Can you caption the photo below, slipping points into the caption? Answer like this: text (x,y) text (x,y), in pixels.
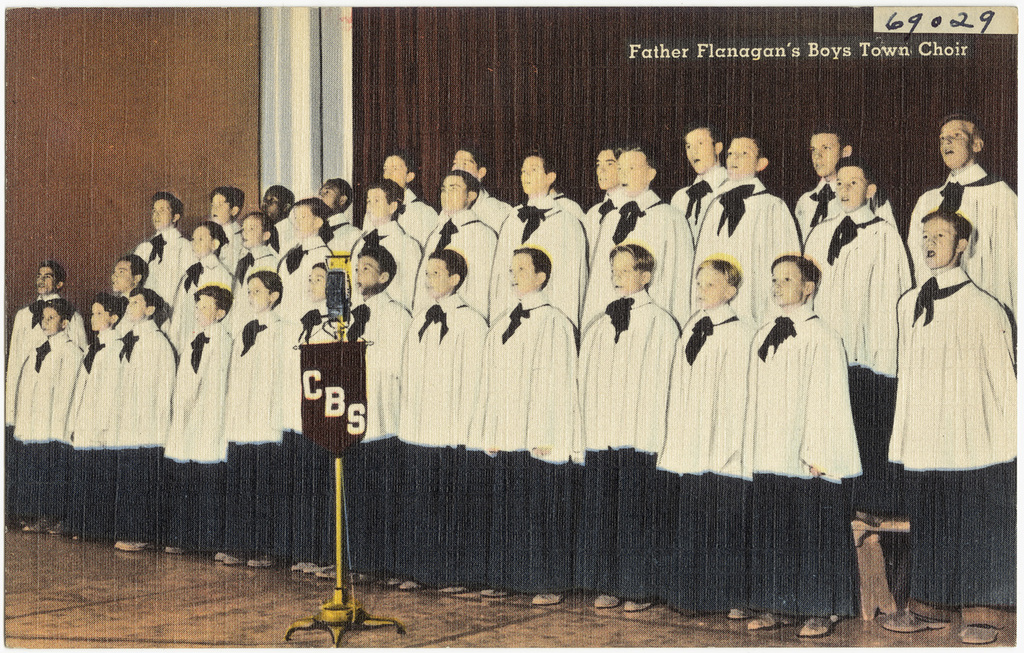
Group of people (668,397) standing and we can see board (312,366) on stand (343,329). Background (834,66) we can see wall (213,84). Top right of the image (820,53) we can see text (791,58) and number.
